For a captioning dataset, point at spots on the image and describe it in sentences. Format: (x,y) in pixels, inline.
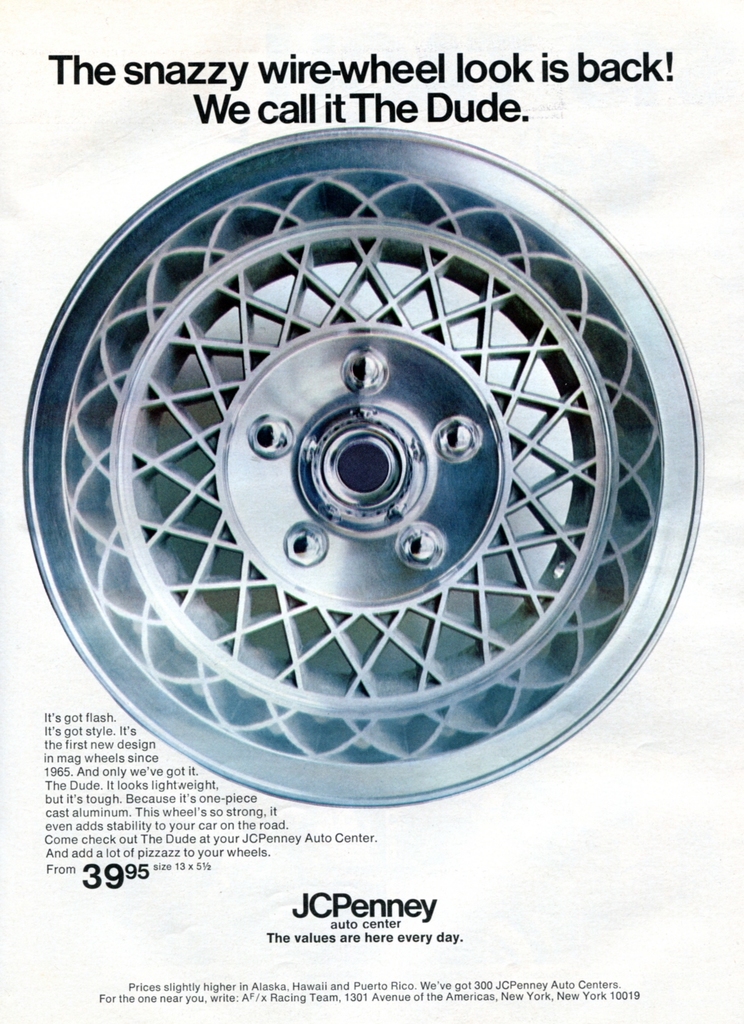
In the center of the image (393,343) we can see wheel (362,421). At the top (351,59) and bottom of the image (274,840) we can see text (50,854).
